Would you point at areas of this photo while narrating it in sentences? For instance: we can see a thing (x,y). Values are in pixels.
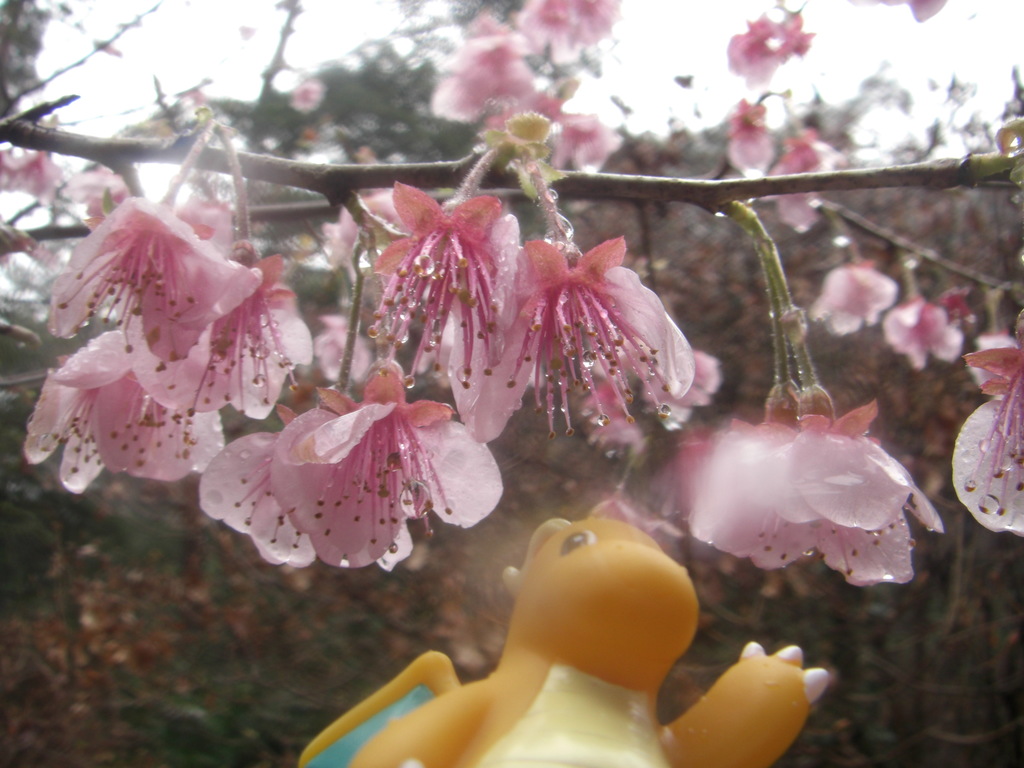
In this picture we can see pink color flowers (618,350) in the front (408,280), at the bottom (558,719) there is a toy (554,719), we can see trees (738,406) in the background (758,372), there is the sky (210,38) at the top of the picture (196,36).
